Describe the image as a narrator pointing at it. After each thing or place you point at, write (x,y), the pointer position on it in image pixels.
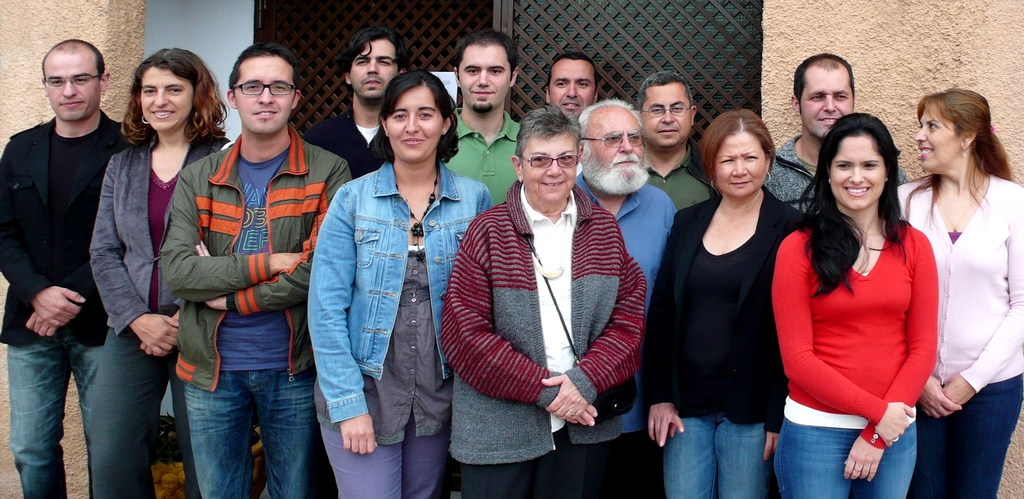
In the foreground of the picture (283,124) there are group of people (591,200) standing, they are smiling. In the center of the picture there is mesh (422,16). On the left (47,26) and the right it is wall (916,30). At the bottom (173,488) there is a dustbin like object (173,475).
